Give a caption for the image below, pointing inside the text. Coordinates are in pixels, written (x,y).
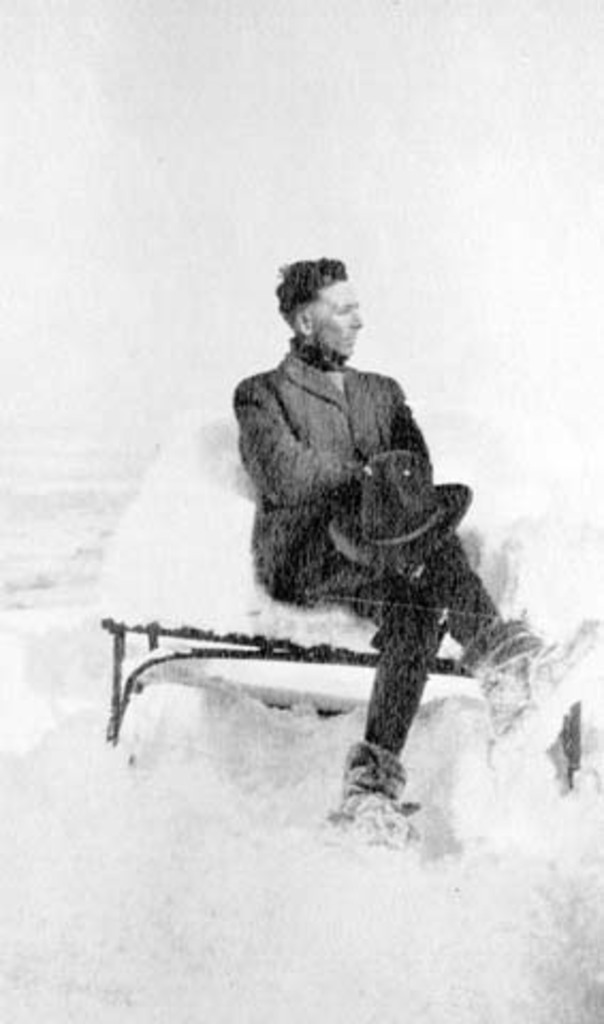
In this image we can see a person (422,623) sitting on a bench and he is holding a hat (402,534). There is a snow (356,918) in the image.
